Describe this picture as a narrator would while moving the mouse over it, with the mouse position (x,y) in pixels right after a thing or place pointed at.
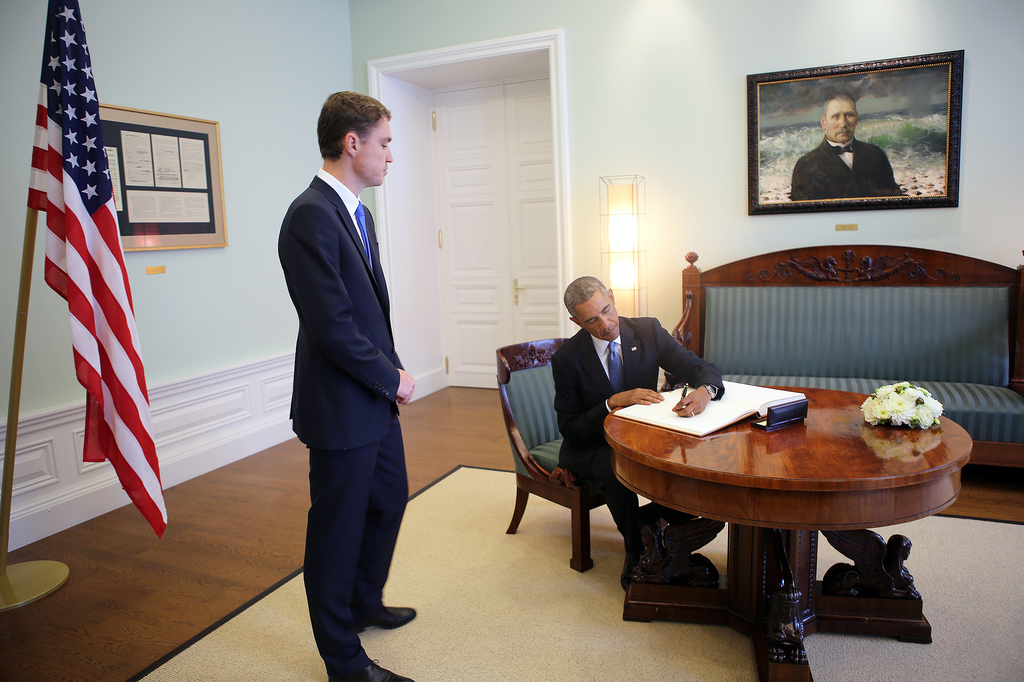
In this picture the man (335,204) is standing and staring at a person (593,403) who is sitting on a chair (518,436) and writing. There is a flag (55,64) on the left side (74,66) and there is a door (485,231) in the middle (544,269).
